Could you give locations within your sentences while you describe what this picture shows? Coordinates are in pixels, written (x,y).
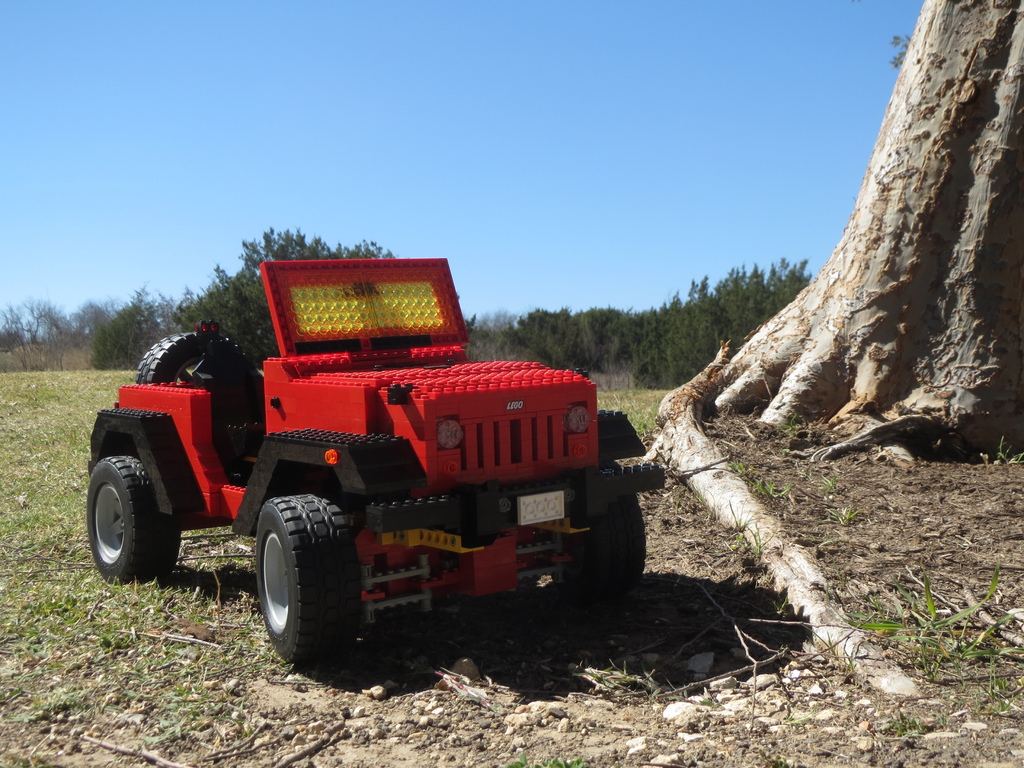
In this picture I can see a toy jeep (372,511) in front (353,423) and on the ground (217,531) I can see the grass (42,413). I can also see number of trees (115,366). In the background (490,162) I can see the clear sky (522,152).
